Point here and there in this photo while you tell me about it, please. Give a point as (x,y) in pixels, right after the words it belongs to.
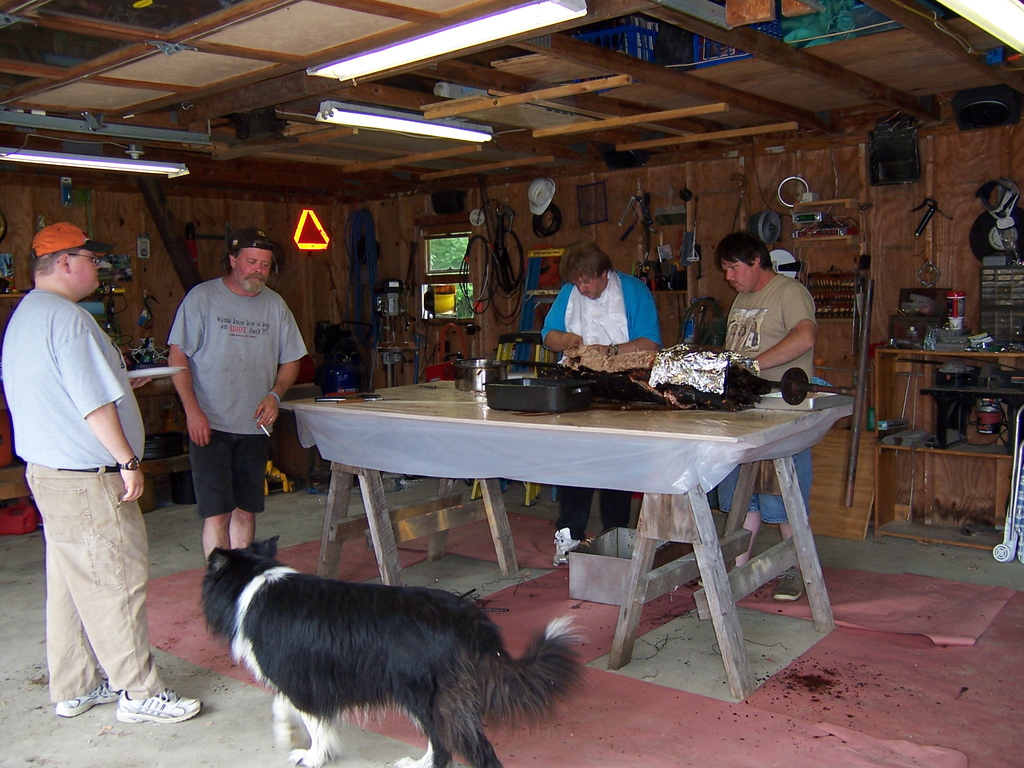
A picture inside of a shed (58,209). On top there are lights (411,131). These persons (195,316) are standing. This man (116,386) is holding a plate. In-front of this two persons (750,314) there is a table (631,433), on a table (621,409) there is a container (549,391) and things (662,392). A dog (371,636) is walking, as there is a leg movement. On wall (831,264) there are wires (503,265), cap (543,192) and things (856,276). This rack (956,358) is filled with things (982,388).
